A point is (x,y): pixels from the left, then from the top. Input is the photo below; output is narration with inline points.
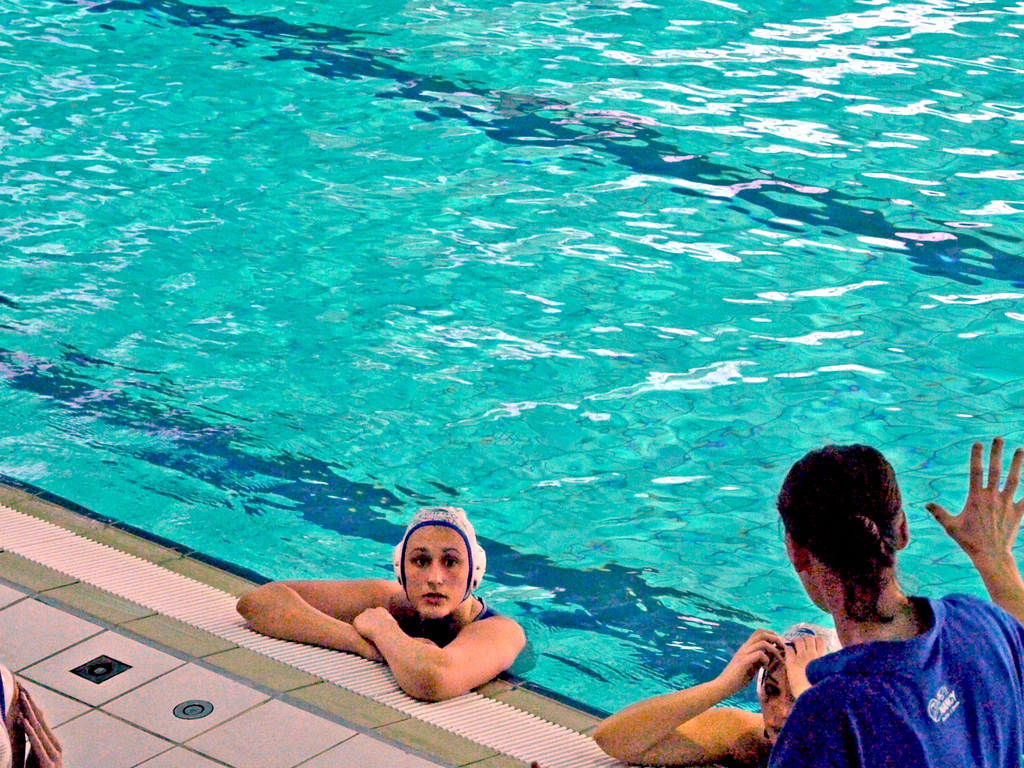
This image is taken outdoors. At the bottom of the image (146,671) there is a floor (118,616). On the right side of the image (839,495) there is a woman (891,761). In the middle of the image (644,501) there is a swimming pool (215,478) and there are two women (440,600) in the pool (509,609).
